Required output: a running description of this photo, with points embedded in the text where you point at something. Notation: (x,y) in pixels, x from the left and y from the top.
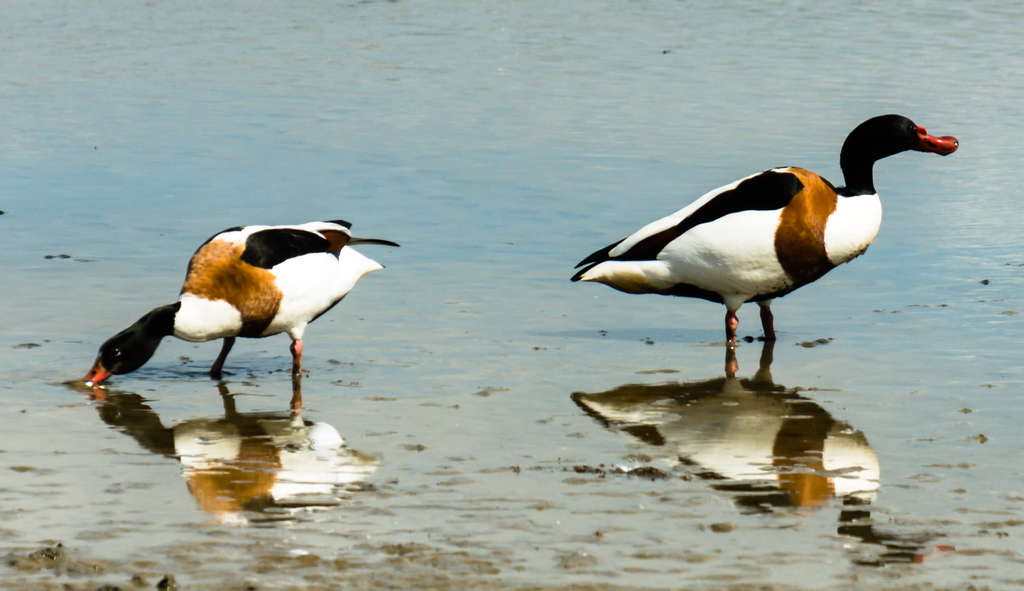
In this image we can see two birds (738,248) standing in water (529,426).
